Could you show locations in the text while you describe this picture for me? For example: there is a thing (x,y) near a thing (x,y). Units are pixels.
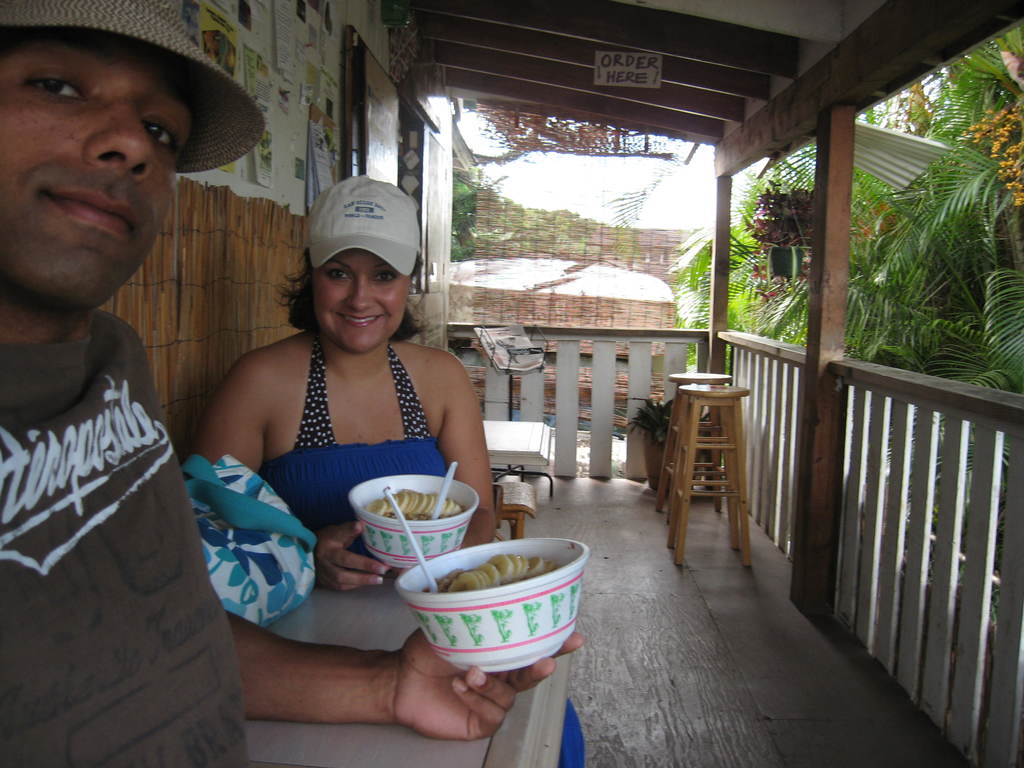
As we can see in the image there is a sky (607,206), trees (931,240), building (650,118) and two people (311,397) sitting in the front (269,516) holding bowls (480,621) in their hands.
